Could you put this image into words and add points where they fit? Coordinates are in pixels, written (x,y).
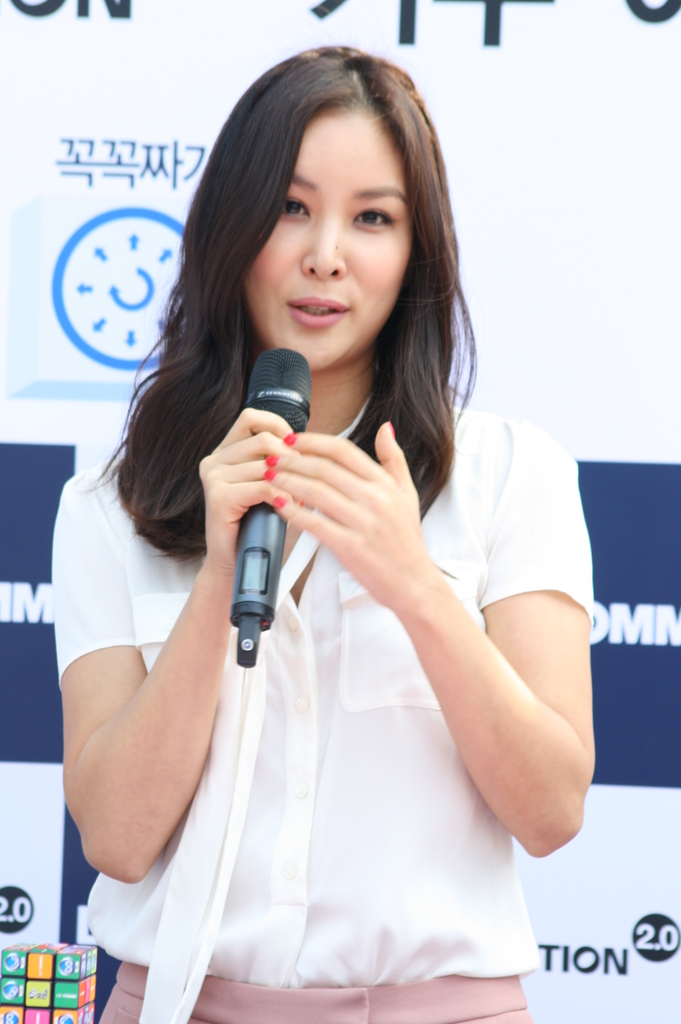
In this image there is a lady person (296,670) wearing white color dress (297,631) holding a microphone (262,518) in her hand (244,506) at the background of the image (47,201) there is a white color sheet (587,280).
